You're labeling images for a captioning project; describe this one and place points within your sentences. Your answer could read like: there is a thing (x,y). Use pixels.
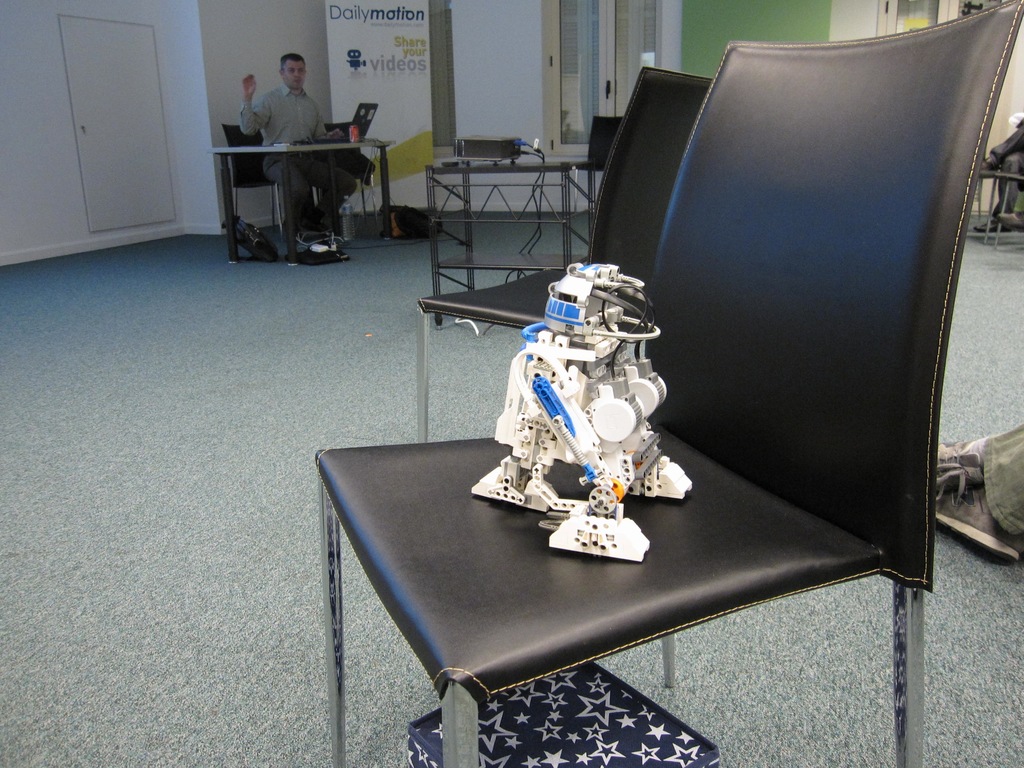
In this image, There is a floor (138,482) which is in gray color, In the middle (637,458) there is a chair (693,605) which is in black color on that chair (564,468) there is a white color object (575,435), In the background (298,177) there is a man (311,173) sitting on the chair (260,177) and there is a table (292,149) which is in white color, There is a wall (66,129) and door (121,98) in white color.
